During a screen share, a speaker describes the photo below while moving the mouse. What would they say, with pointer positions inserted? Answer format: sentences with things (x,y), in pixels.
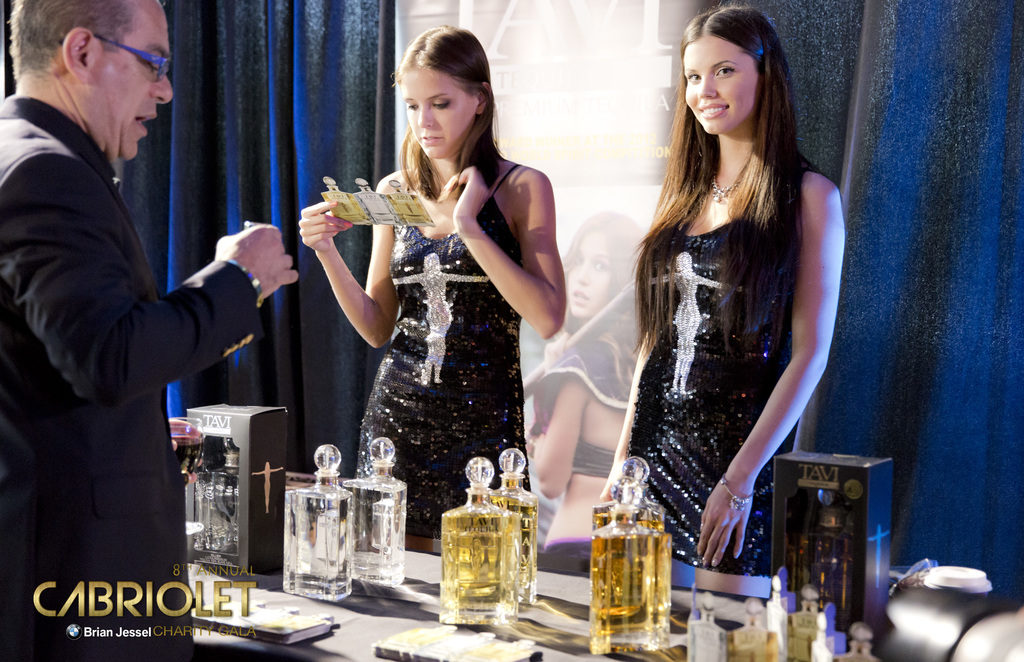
In this picture we can see a man (130,424) and two women (753,284) are standing, at the bottom (417,599) there is table (417,599), we can see some bottles (467,599) and boxes (777,554) present on the table (438,617), in the background (849,189) there are curtains (871,171) and a hoarding (584,111), a woman (414,272) in the middle (433,254) is holding a card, there is some text (201,570) at the left bottom (37,595).
